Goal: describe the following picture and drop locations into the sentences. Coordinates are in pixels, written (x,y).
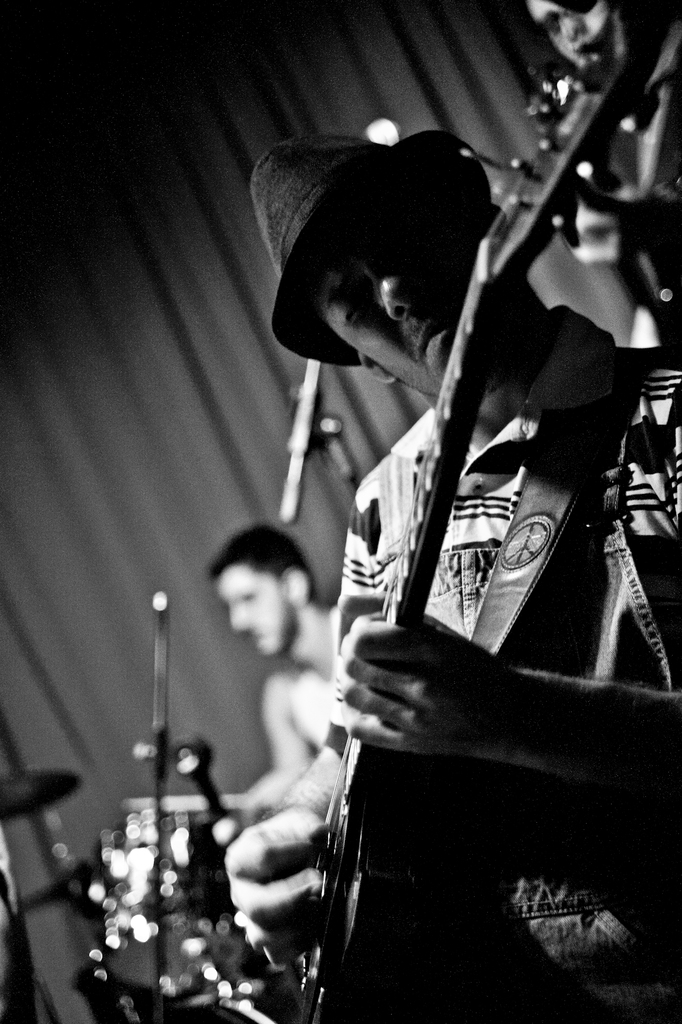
In the picture there are many people (290,636) playing different musical instruments (404,760).
